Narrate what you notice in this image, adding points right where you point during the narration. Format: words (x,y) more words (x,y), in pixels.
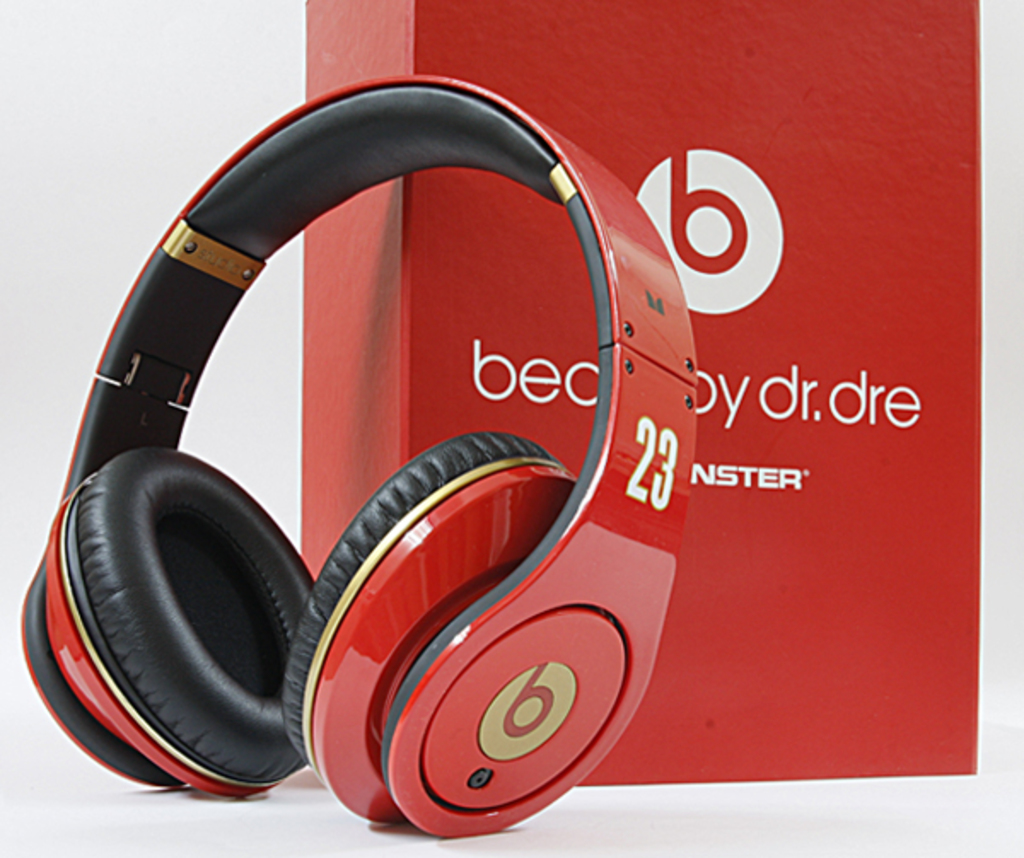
In the picture there is a wireless headset (160,602) kept beside a red box (508,336).
